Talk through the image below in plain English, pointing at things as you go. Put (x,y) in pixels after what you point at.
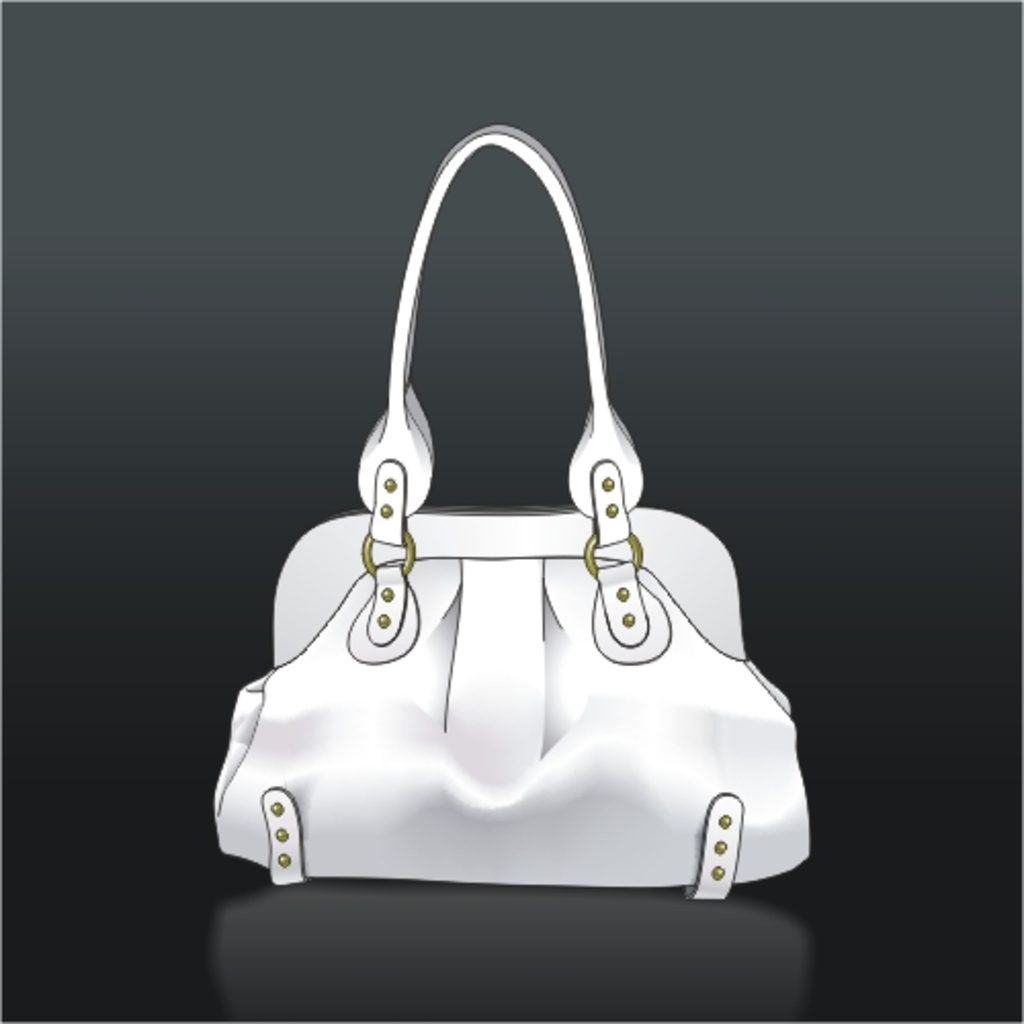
There is a bag (602,544). The bag (432,549) has a belt (394,461) in it.
